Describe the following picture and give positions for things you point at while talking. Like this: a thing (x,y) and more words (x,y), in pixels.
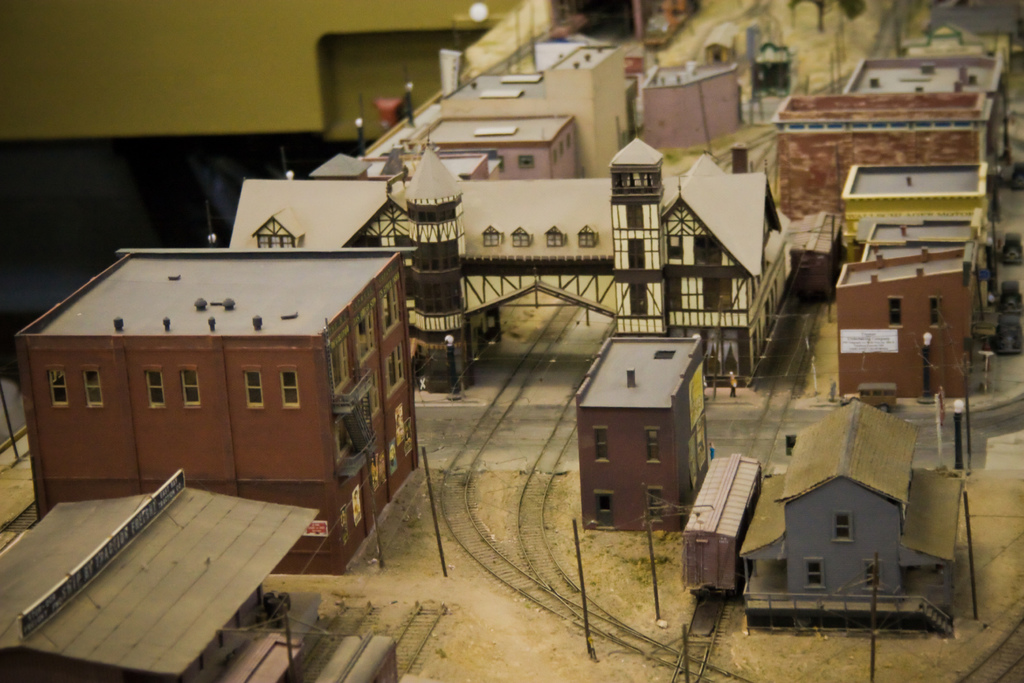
In this image at the center (517,237), we can see a depiction (690,525) of a train (714,558) on a railway track (530,542) and there are depiction (204,431) of the buildings (734,236). On the backside of the image (212,63) there is a wall (140,119).
